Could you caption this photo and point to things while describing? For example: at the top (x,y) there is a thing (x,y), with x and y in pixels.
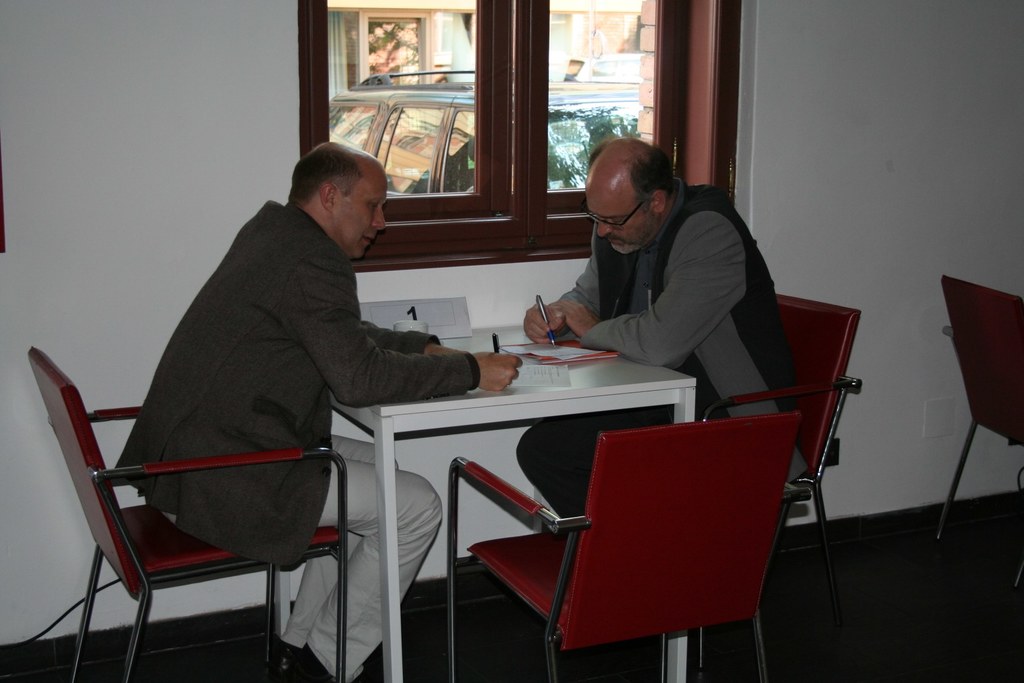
In this image I see 2 men (330,594) who are sitting on chairs (91,603) and both of them are holding pens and there is a paper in front of them and in the background (45,327) I see the wall (99,331), a window (347,52), a car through the window glass (470,61) and chairs (827,385) over here.
